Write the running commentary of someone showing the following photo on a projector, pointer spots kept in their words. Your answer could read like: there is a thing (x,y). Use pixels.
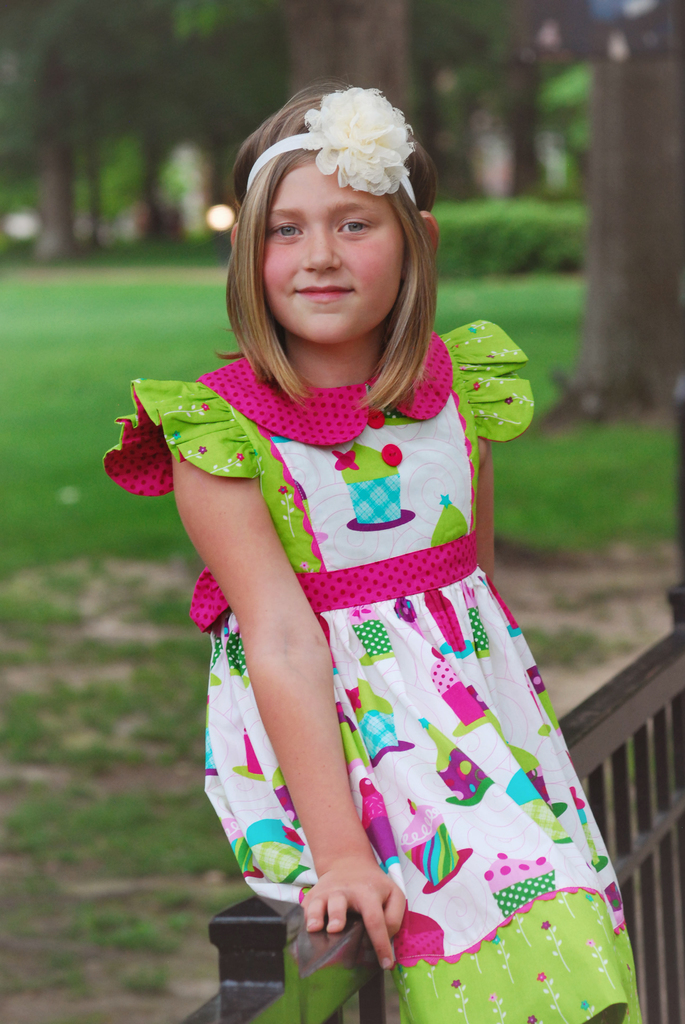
This picture shows a girl (426,696) seated on the metal fence (679,739) and we see smile (347,291) on her face (287,278) and a hair band (329,146) to her head (259,282) and we see trees (660,291) and grass (108,289) on the ground (71,269).
